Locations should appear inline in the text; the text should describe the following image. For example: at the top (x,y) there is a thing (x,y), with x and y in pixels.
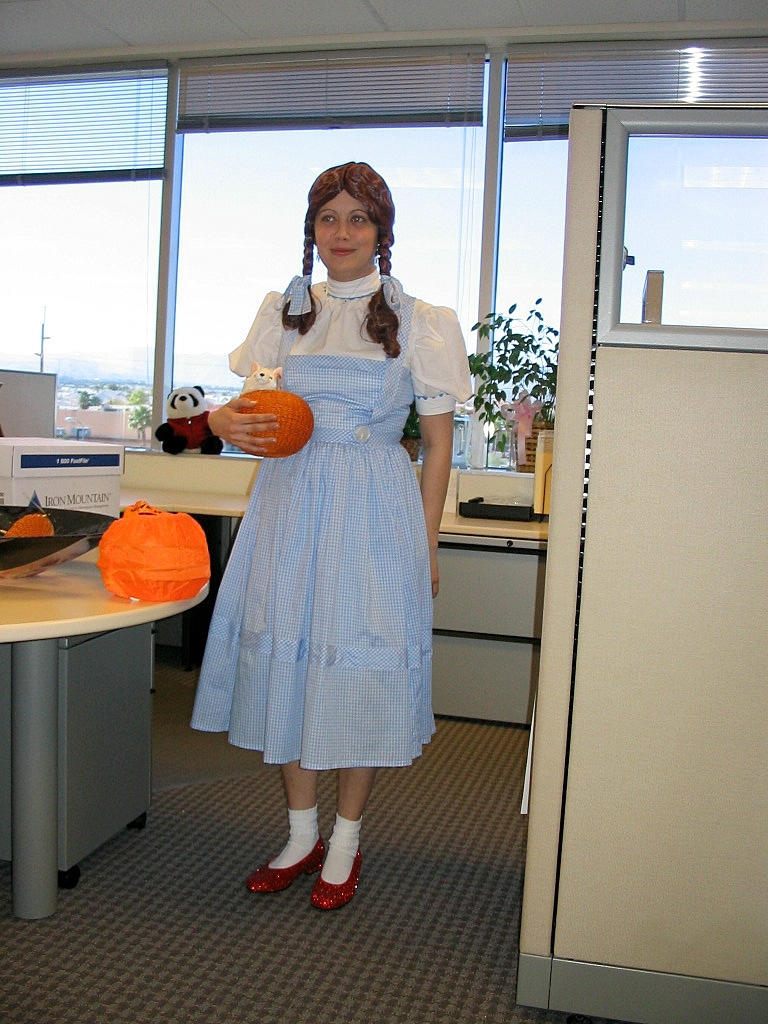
In the image there is a woman (289,646) in blue frock (332,612) standing on floor (186,960), beside her there is a table (40,685) with pan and bag (145,548) on it, she is holding a basket (258,401), behind her there is a table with panda toy (197,433) and a plant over it followed by a glass wall (424,153) above it.
